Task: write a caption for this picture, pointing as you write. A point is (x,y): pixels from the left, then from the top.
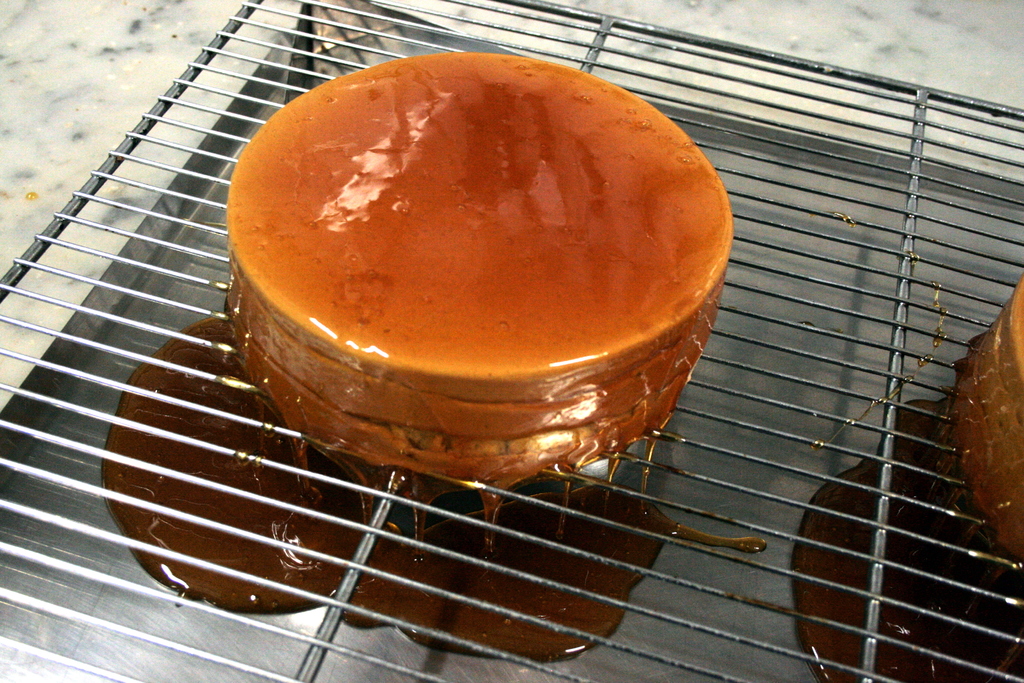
In this image I can see the metal tray (43,382) on which I can see a metal grill (79,249) and on the grill (125,235) I can see a cake (681,290). On the cake (628,200) I can see a liquid (527,179) which is brown in color and in the background (77,59) I can see the white colored surface (77,59).
